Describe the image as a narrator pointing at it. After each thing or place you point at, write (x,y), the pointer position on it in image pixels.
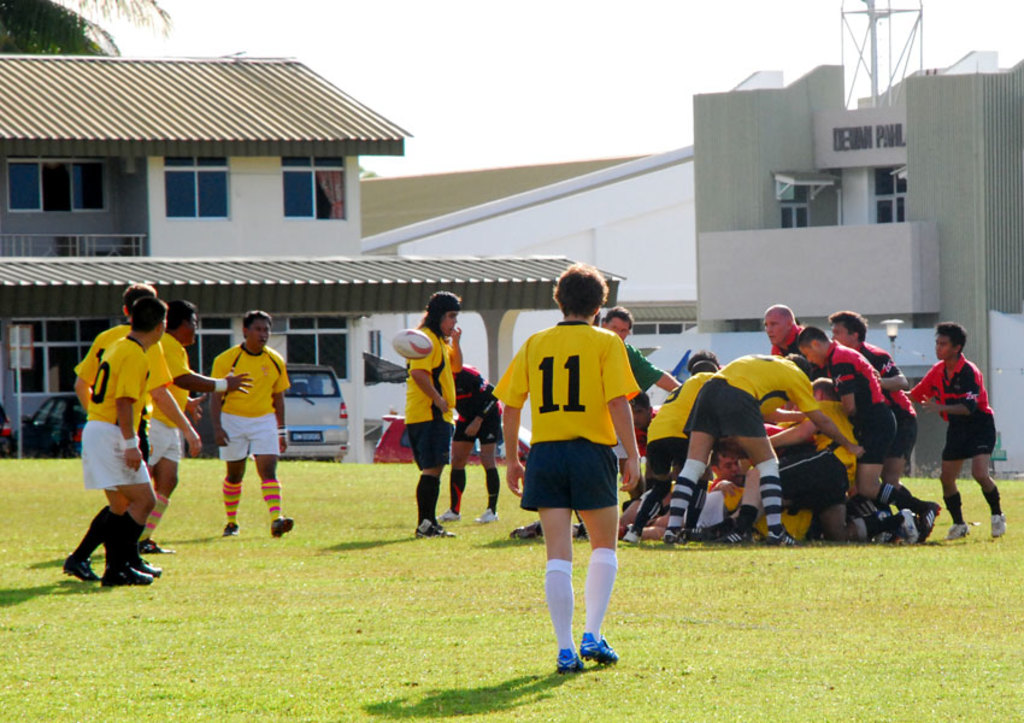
In the image we can see there are many people (699,412) wearing clothes (548,459), socks (662,482) and shoes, they are playing, this is a ground (829,564) and a ball (413,342). We can even see there are buildings (375,232) and these are the windows (212,192) of the buildings (218,192). There are trees (47,16), vehicle (310,398), pillars (366,328) and a sky (594,90).
